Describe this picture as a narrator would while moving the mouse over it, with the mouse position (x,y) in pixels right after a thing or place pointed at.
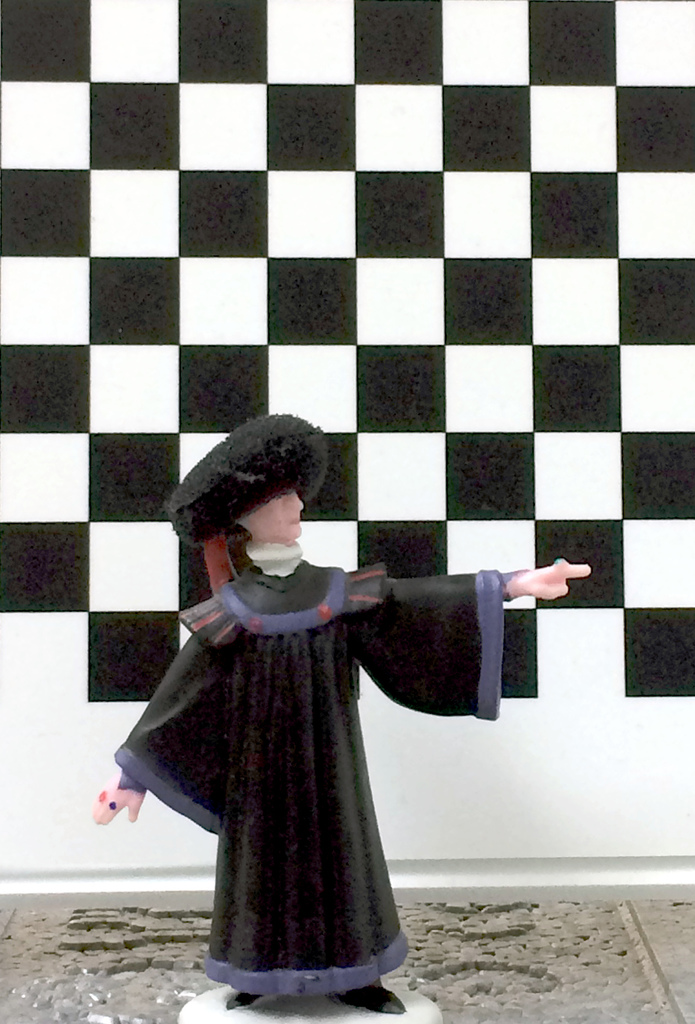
In this image at the center (345,601) there is a statue (295,733). At the back side (355,485) there is a wall (348,263).
